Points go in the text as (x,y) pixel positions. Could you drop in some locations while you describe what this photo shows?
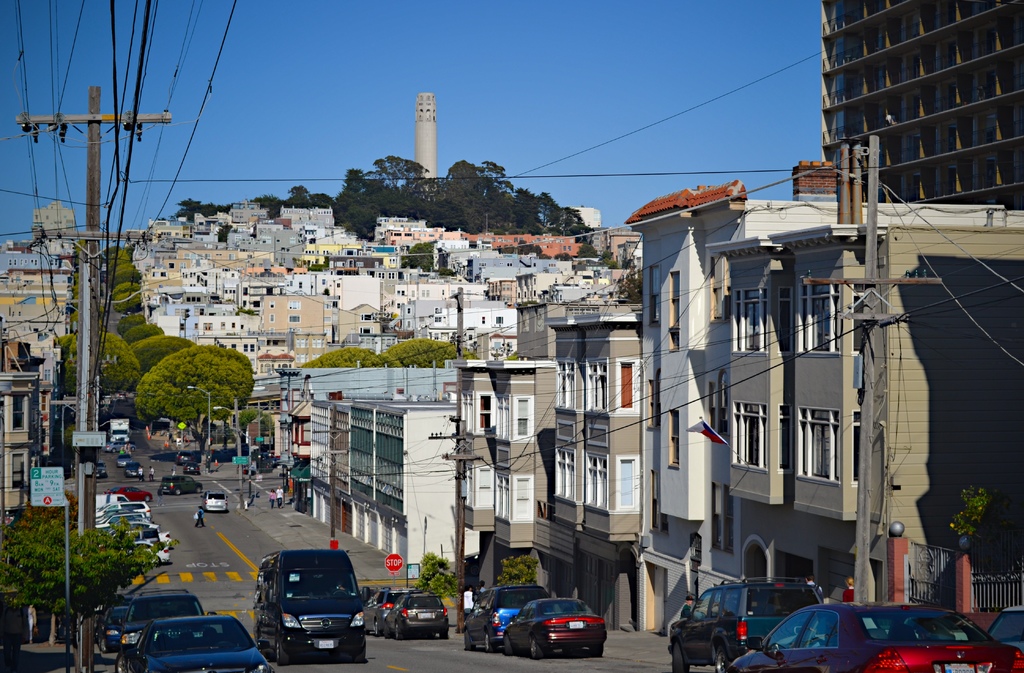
Here in this picture we can see number of cars (387,609) and vans (355,591) present on the road (223,528) over there and we can also see houses (494,440) and buildings (276,269) present all over there and we can see trees (71,358) and plants (508,572) also present over there and in the middle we can see a building tower (420,110) present and on the left side (92,166) we can see an electric pole (109,115) present over there.
